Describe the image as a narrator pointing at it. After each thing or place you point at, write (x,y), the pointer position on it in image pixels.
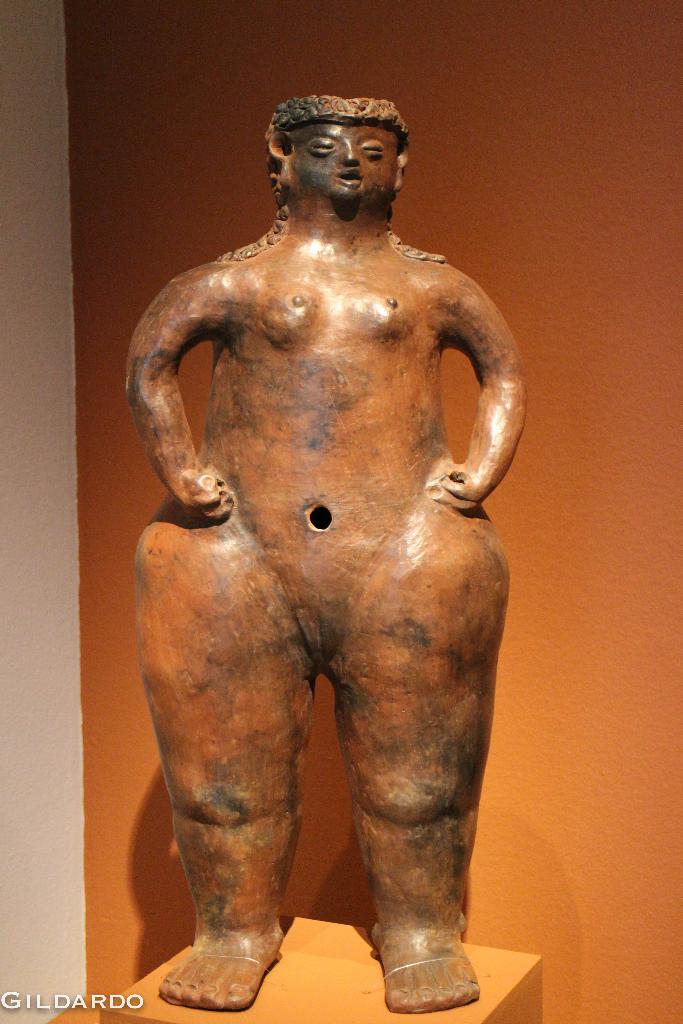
This picture shows a statue (275,356) on the box (483,977) and we see a brown color wall (643,62) on the back (663,685) and we see text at the bottom left corner (123,995).
